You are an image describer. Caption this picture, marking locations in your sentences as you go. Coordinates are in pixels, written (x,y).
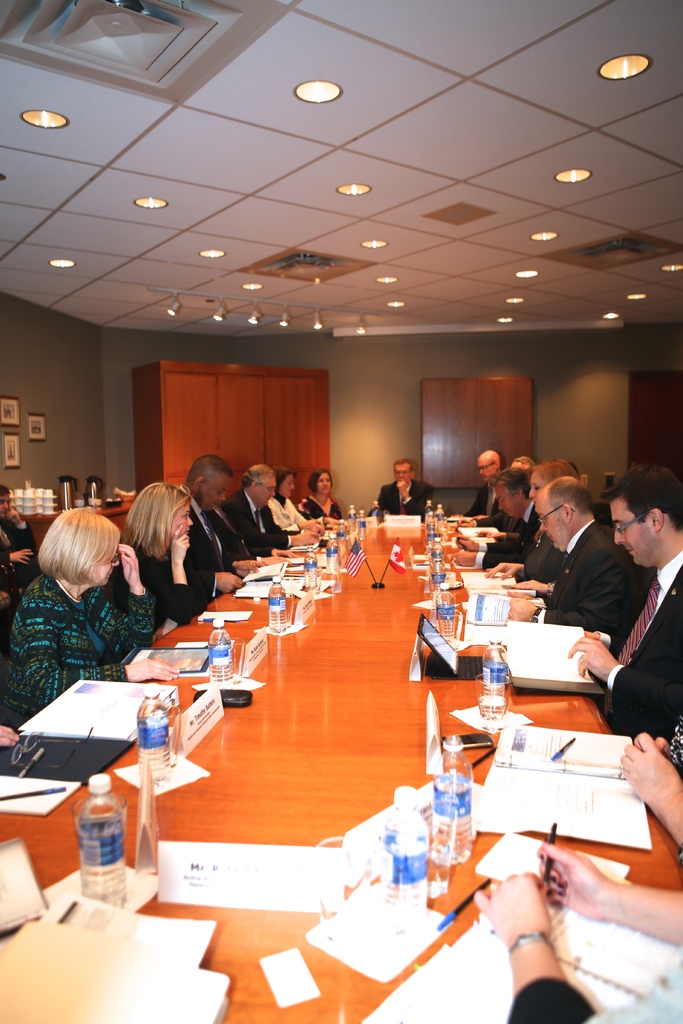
As we can see in the image there is a wall (60,393), photo frame (10,417), cupboards (222,399), lights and few people (44,625) sitting on chairs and there is a table (342,677) over here. On table (237,739) there are bottles (211,666), posters (186,711), papers (100,707) and box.
